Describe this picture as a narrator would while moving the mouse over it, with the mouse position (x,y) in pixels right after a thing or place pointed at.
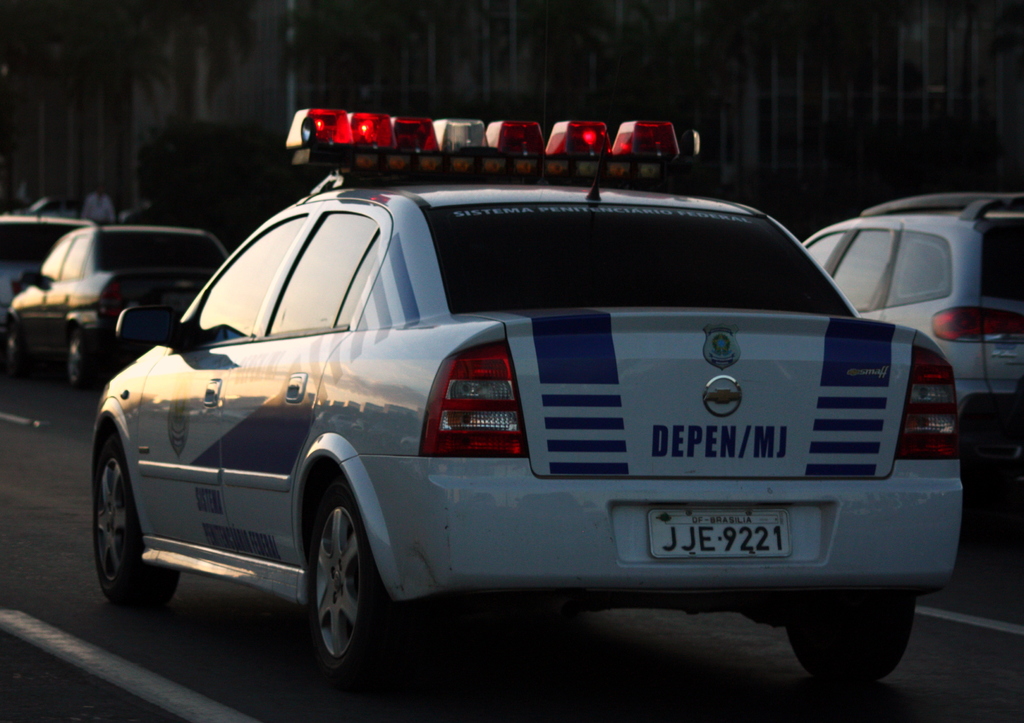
In this picture there is a police car (333,291) in the center of the image (473,278) and there are other cars (155,236) in the background area of the image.
